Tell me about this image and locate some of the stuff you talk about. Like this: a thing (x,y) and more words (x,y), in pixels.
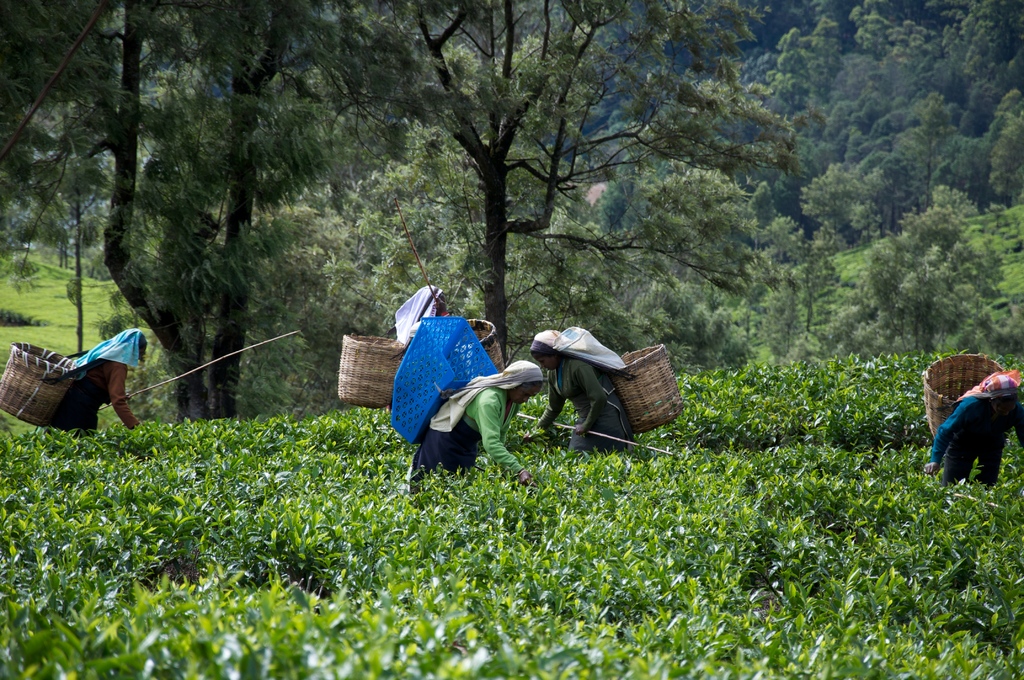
In the image we can see there are many people (77,393) standing, wearing clothes (65,402) and they are carrying a wooden basket (32,369). Here we can see tea plants (532,564), grass (85,279) and trees (496,235).
